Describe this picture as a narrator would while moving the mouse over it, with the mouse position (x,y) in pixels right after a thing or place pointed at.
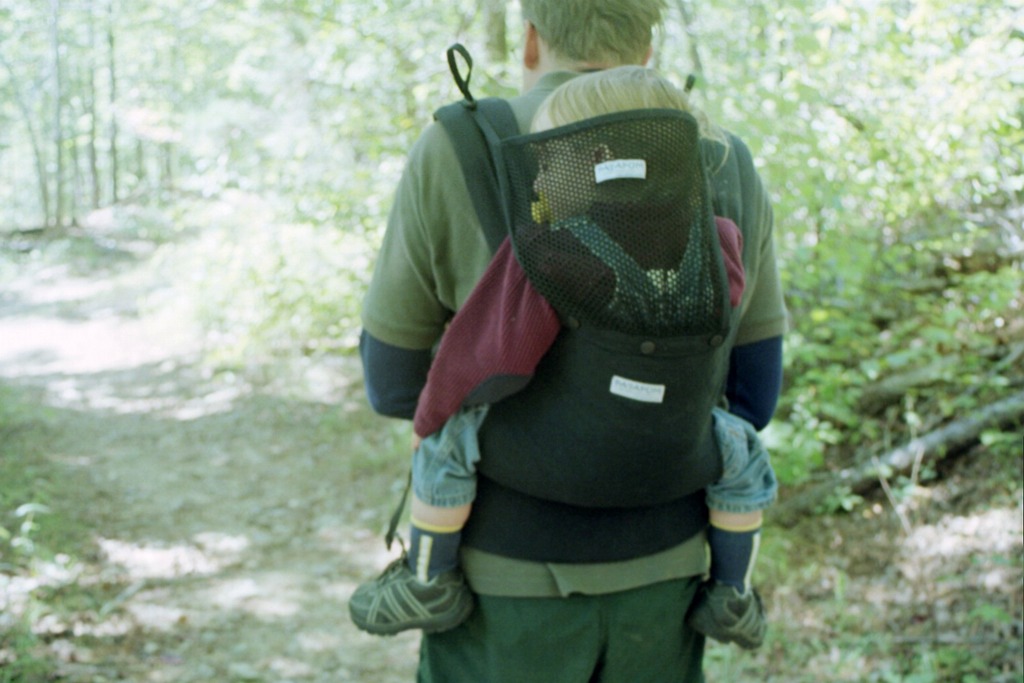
In this image we can see a person (525,655) and a kid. In the background of the image (122,438) there are trees (938,143), plants (893,361), ground (124,429) and other objects (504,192).
